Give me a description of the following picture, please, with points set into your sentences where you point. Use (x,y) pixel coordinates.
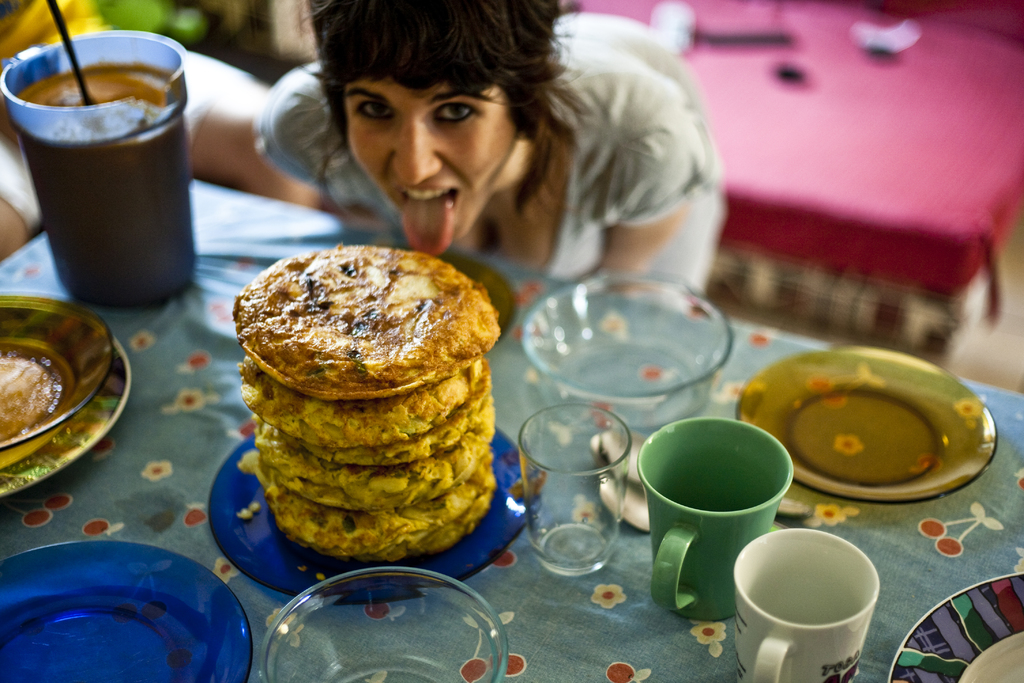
In this picture there is a woman (686,214) who is wearing grey top (672,153). On the table (998,436) we can see food (333,292), glass (128,259), cups (756,519), bowls (451,666) and plates (943,479). In the top left corner (236,77) there is a person (16,228). In the top right corner (999,148) we can see red bed (913,114).
